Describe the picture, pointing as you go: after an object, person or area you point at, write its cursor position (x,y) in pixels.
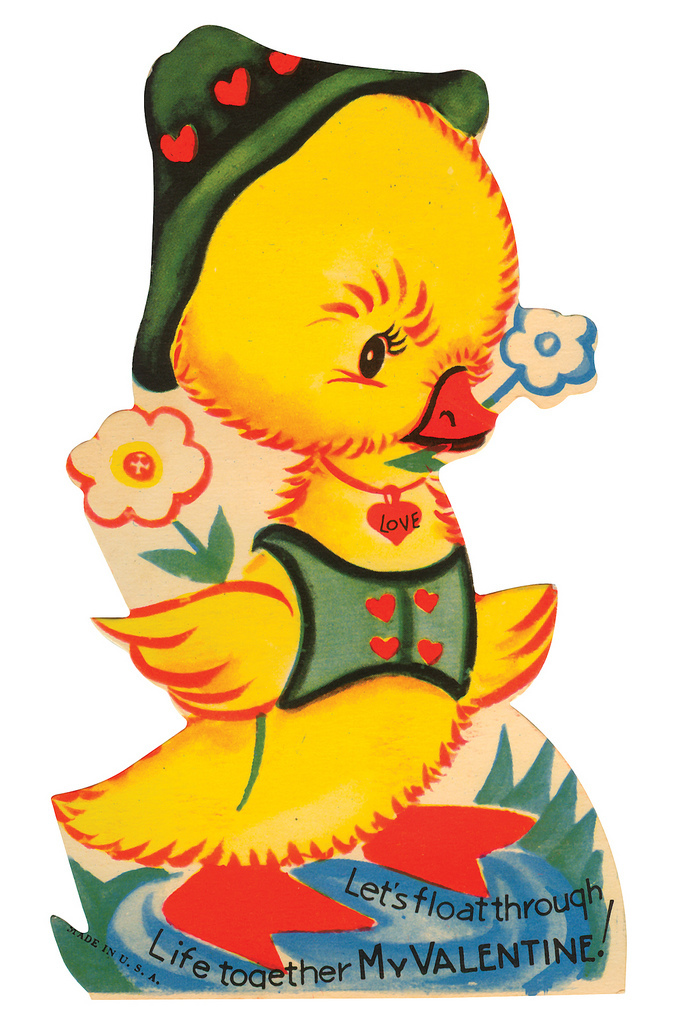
In the image we can see painting (462,985).
